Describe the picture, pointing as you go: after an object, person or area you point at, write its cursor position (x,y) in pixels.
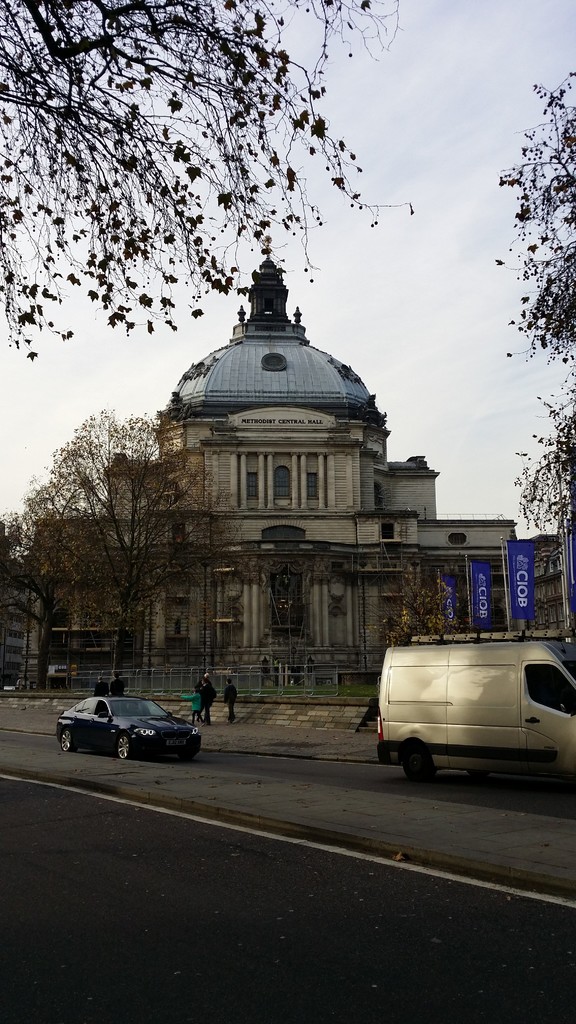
To the bottom of the image (167,830) there is a road (232,839). Behind the road (410,886) there is a divider (257,786). Behind the divider (220,802) there is a road (540,807). On the road (506,784) there is a car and a van (409,657) on it. Behind them there few people (204,686) and also there is a fencing (134,680). Behind the fencing (194,686) there are trees (420,611) and also there is a building (316,517) with pillars (245,472), walls (295,510) and roof (225,413). And also there are poles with flags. To the top of the image (450,335) there is a sky (170,9) and also to the left top corner of the image (119,195) there is a tree (104,231).
